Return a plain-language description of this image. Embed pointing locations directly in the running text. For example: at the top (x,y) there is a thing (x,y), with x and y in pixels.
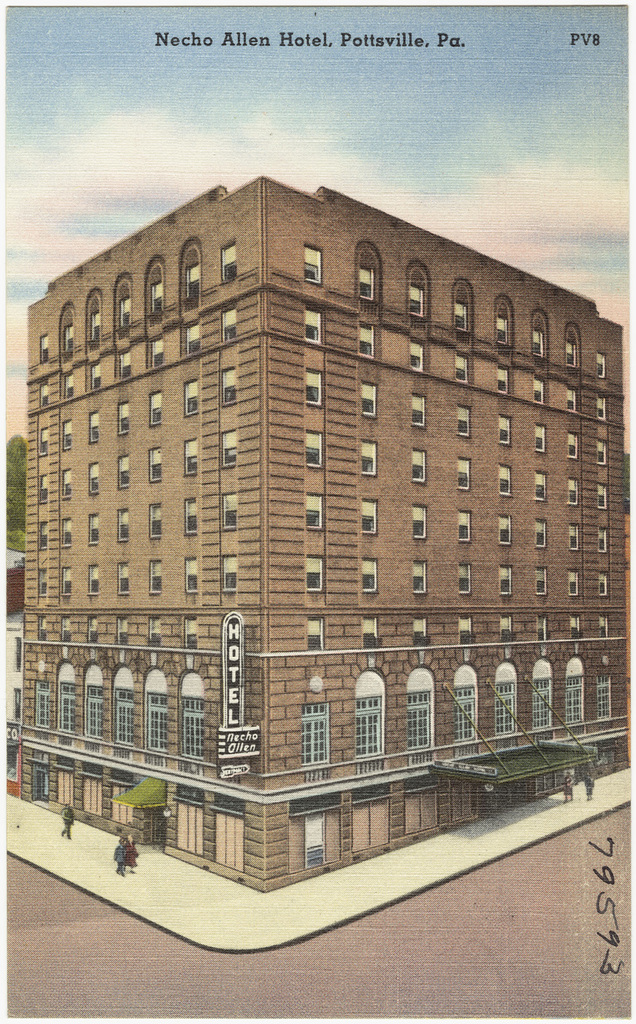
This picture describes about cover page (352,635), in this we can find a building (333,451).
